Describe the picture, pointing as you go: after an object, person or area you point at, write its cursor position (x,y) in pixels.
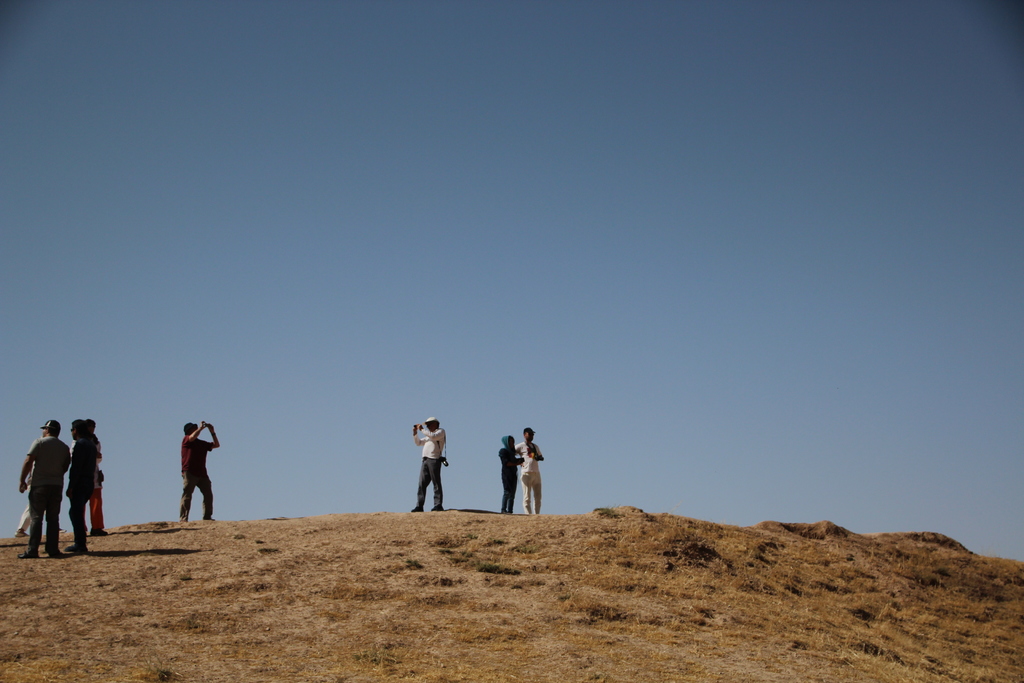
Here we can see few persons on the ground (693,597). In the background (685,279) there is sky (807,297).
